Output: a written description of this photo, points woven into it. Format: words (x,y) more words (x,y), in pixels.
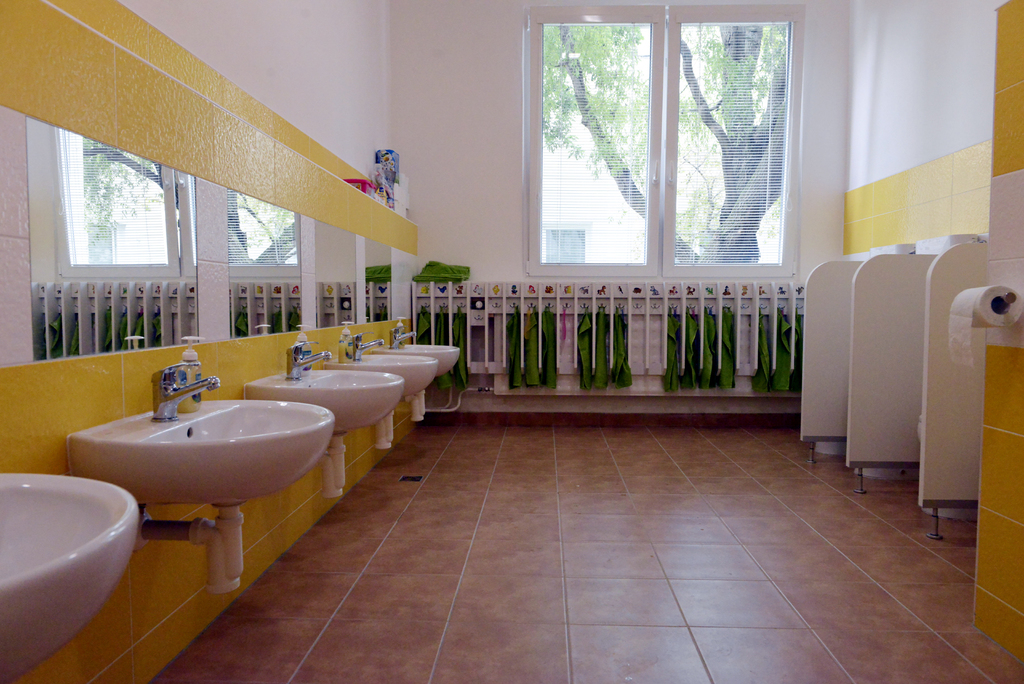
This picture is clicked inside. On the right corner (998,307) we can see a toilet paper (980,301) and in the center (514,348) we can see the green color objects (599,342) seems to be the towels (535,346) hanging on the wall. On the left (134,462) we can see the sinks (230,420), taps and bottles (196,360) and we can see the wall mounted mirrors (233,257) on which we can see the reflection (239,236) of windows (162,225). In the background (446,104) we can see the wall (446,173) and some other objects (384,171) and we can see the window (675,121) and through the window (676,155) we can see the building (613,234) and the tree (736,125).
